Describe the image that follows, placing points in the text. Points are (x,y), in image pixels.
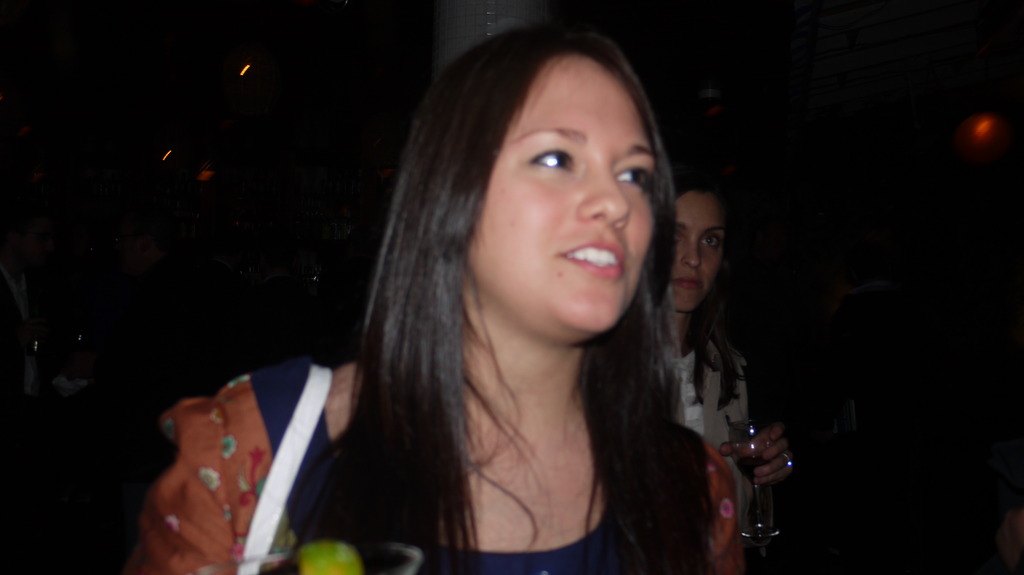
In this image I can see a person (530,245) wearing different color dress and another person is holding a glass (760,466). Background (350,92) is in black color.
